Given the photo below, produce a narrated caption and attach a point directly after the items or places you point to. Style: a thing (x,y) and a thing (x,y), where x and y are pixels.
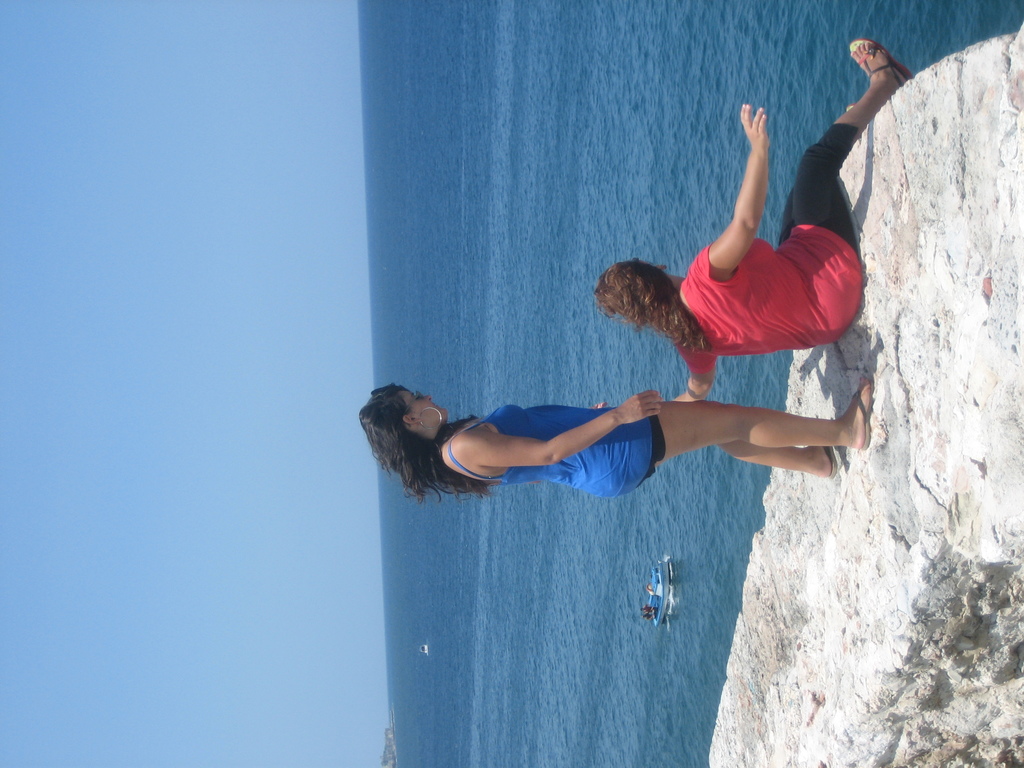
In this image I can see a woman (587,443) wearing blue dress (599,469) and another woman (800,334) wearing pink t shirt (797,285) and black pant (811,195) on the ground (968,282). In the background (626,145) I can see the water (570,166), a boat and the sky (234,372).
